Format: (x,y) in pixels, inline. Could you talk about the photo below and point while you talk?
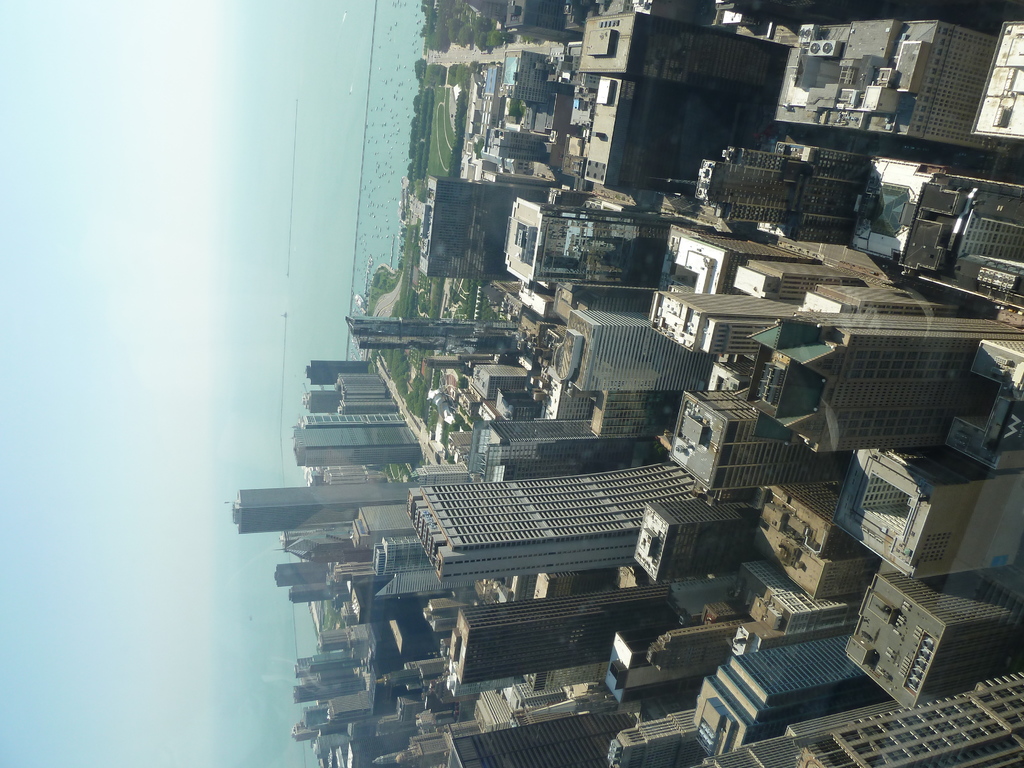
In this image I can see number of buildings (723,373), few trees (464,91) and the water (349,159). In the background (142,699) I can see the sky (188,225).
